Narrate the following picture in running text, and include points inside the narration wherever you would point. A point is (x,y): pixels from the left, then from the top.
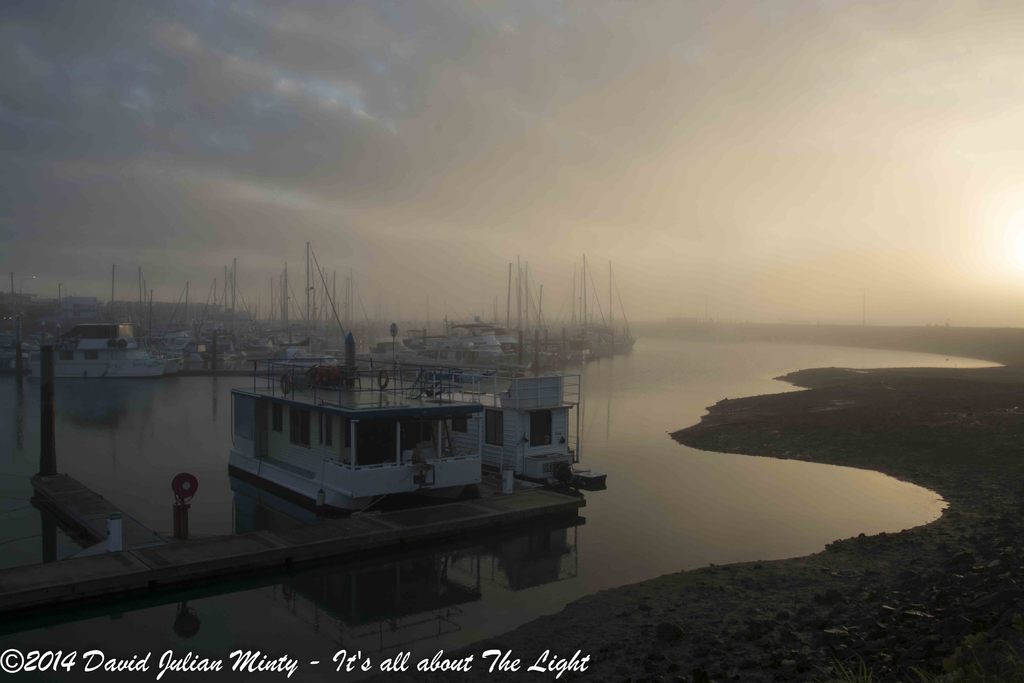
This image is taken outdoors. At the top of the image (229,111) there is a sky (329,130) with clouds (573,135). At the bottom of the image (809,639) there is a ground (695,634) and there is a river (513,545) with water (671,366). On the left side of the image (305,331) there are many boats (310,365) on the river (283,508) and there are a few poles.
